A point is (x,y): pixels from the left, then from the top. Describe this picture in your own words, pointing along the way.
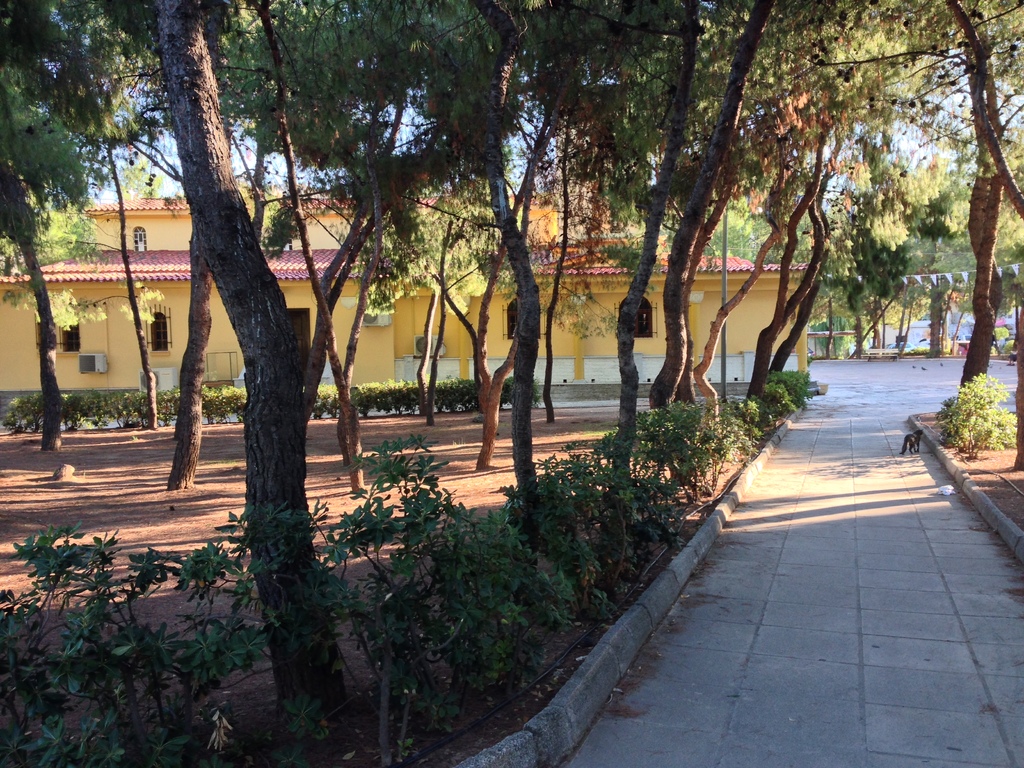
In this image there is a pavement (808,502) on the right side (912,549). In the background (279,268) there is a house (165,225). In front of the house (114,261) there is a ground (81,479) in which there are trees (314,337) and small plants (475,623) around the trees (678,379). There are few flags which are tied to the rope (929,274) beside the house (799,280).
